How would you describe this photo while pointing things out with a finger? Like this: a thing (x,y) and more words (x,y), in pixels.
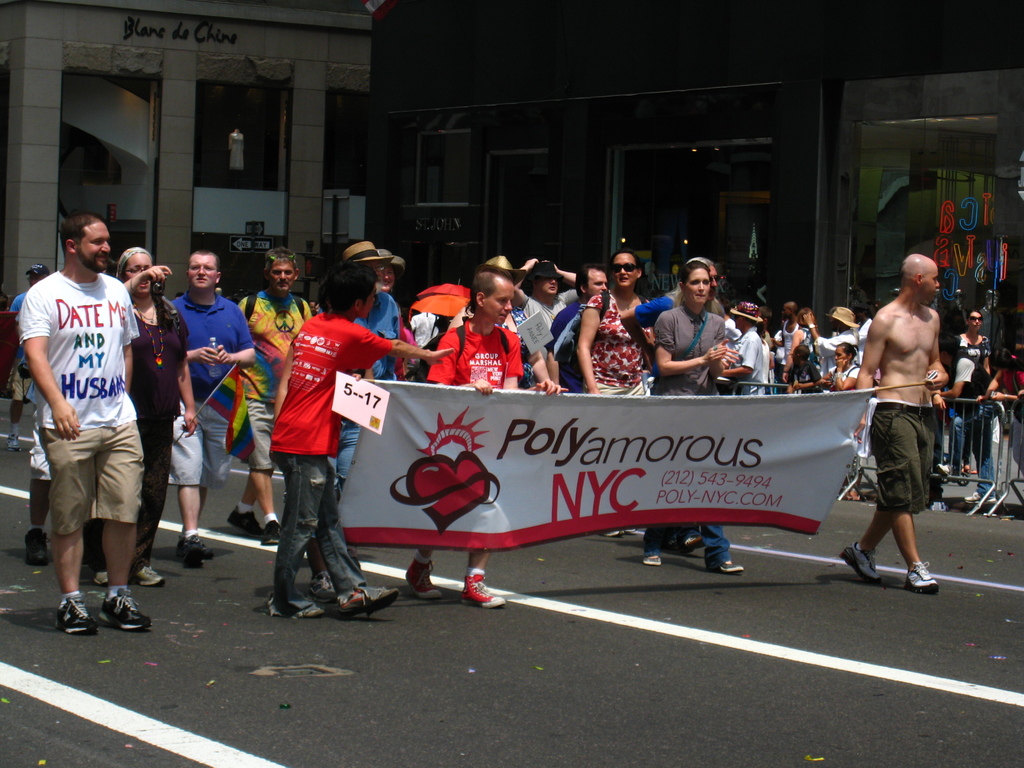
In this picture there are two persons (925,385) holding a banner (666,466) which has something written on it and there are few other persons (379,320) standing behind them and there are buildings (390,134) in the background (486,119).
